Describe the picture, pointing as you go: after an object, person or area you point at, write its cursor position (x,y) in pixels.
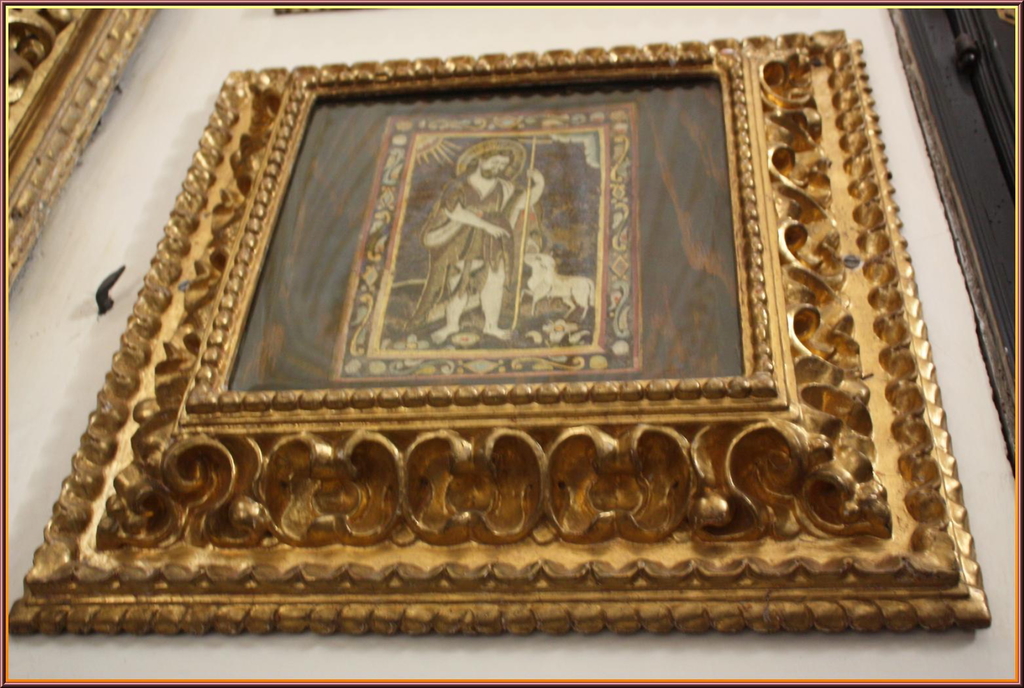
Here in this picture there is a gold frame (213,196) hanging on the wall (148,675).
